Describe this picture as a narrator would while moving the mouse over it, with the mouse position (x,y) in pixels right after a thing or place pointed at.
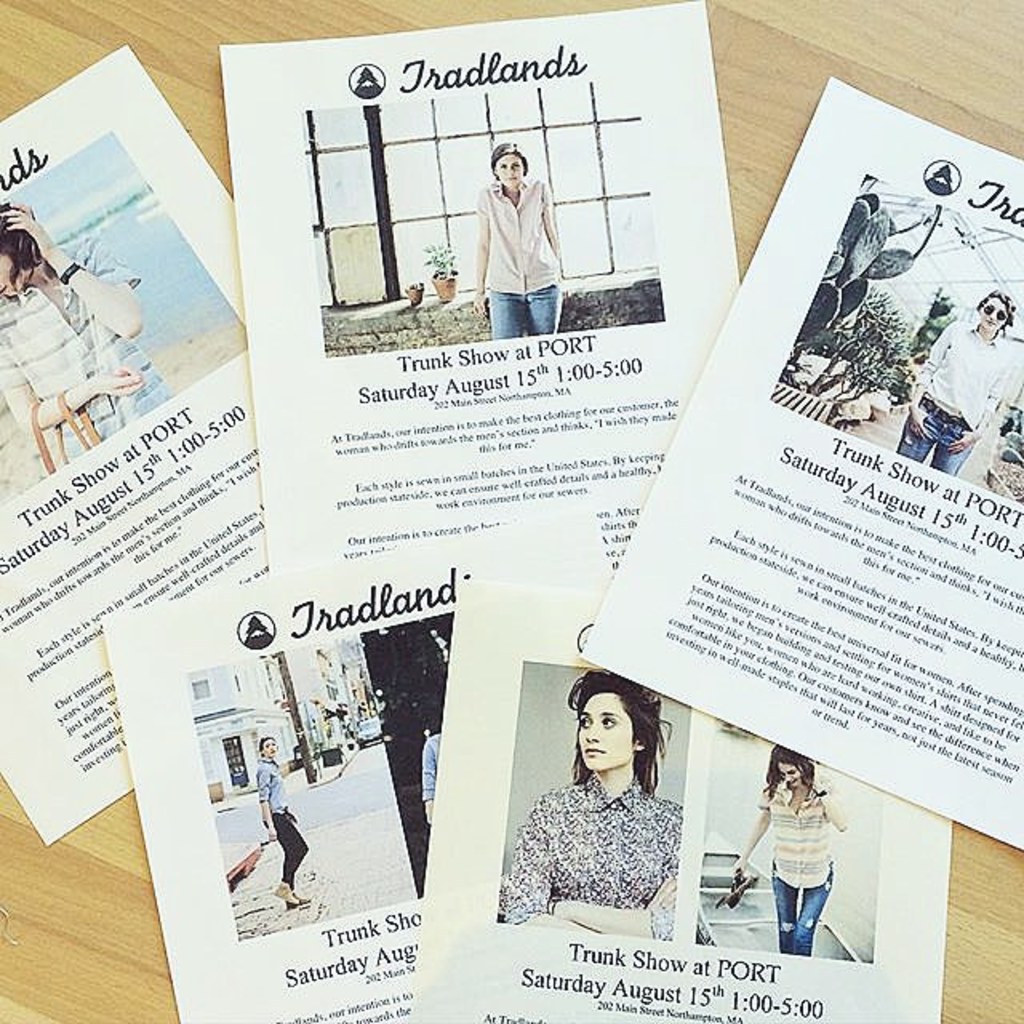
The picture consists of pamphlets (496,496) on a wooden surface (971,928). In the pamphlets (410,406) we can see women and text (238,545).
